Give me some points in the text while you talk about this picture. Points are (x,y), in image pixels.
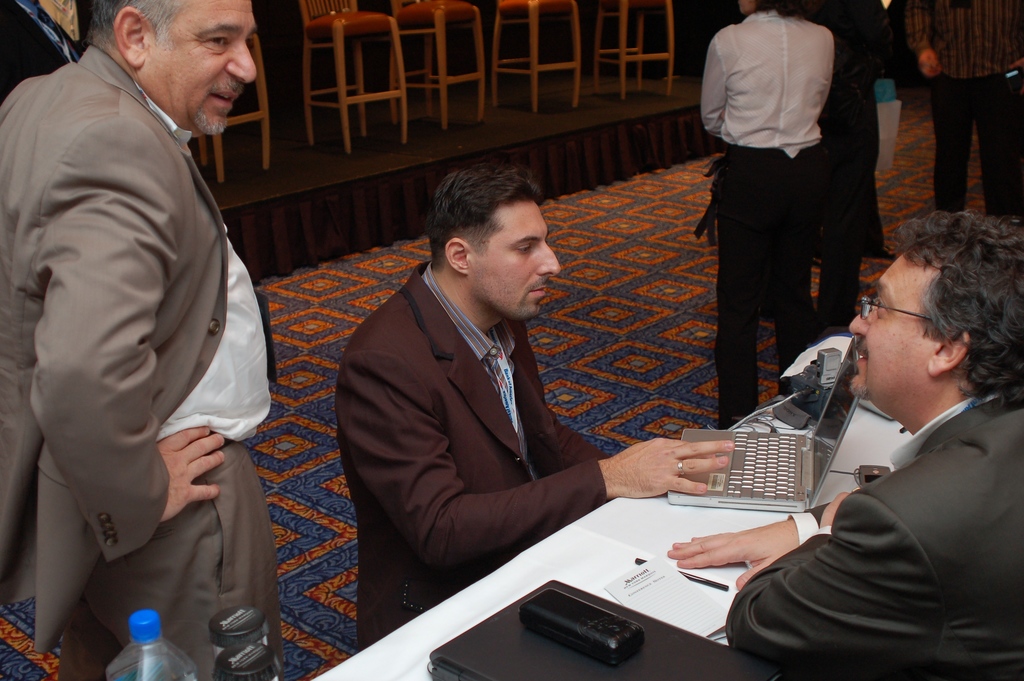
In the image we can see there are people (937,506) sitting and there is laptop (775,449), papers (656,560), pen (716,587) and water bottle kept on the table (644,552). Behind there are other people (169,327) standing on the floor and there are chairs (396,94) kept on the stage (571,166).
